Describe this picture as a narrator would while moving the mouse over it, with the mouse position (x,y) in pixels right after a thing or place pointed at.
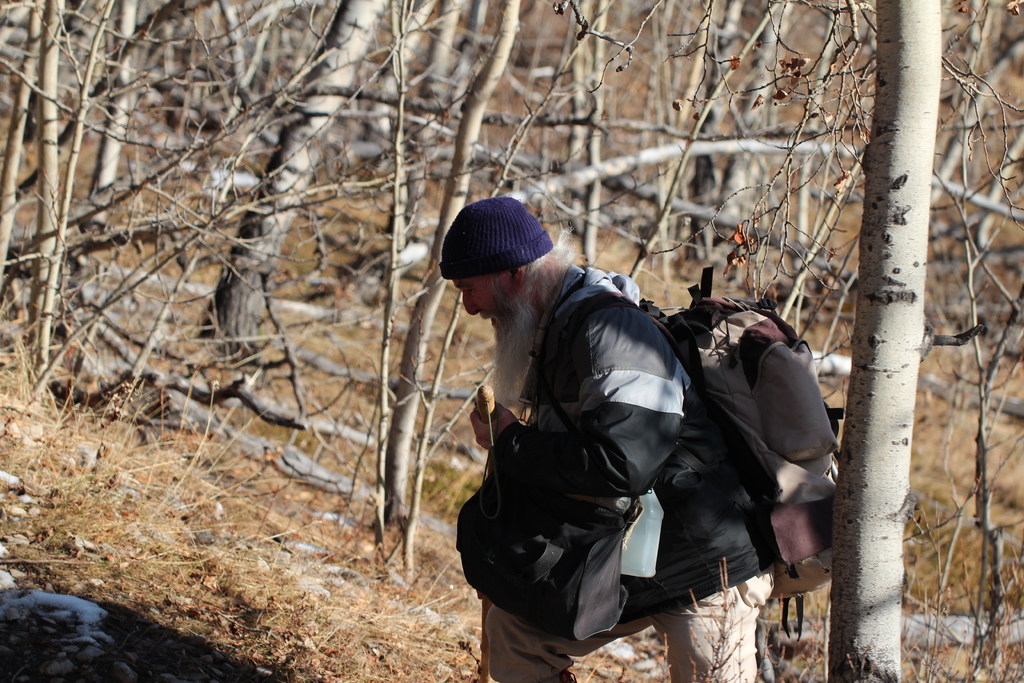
This picture might be taken from outside of the city and it is very sunny. In this picture, in the middle (591,452), we can see a man (594,438) walking and he is also wearing a backpack (692,378). In the background (357,39), we can see some trees (29,57), at the bottom (234,496) there is a land (154,463) with some stones (339,581), grass (314,573) and leaves (297,621).
